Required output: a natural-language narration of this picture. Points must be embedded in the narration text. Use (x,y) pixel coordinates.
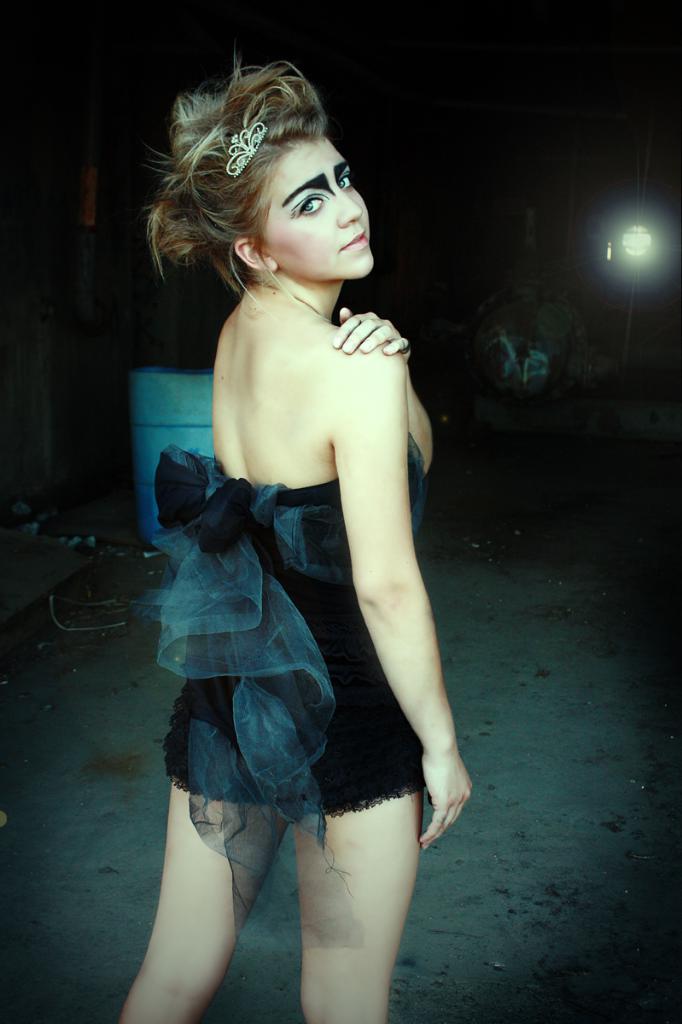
There is a lady (223,649) wearing a black dress (244,709). Also a crown (245,160). In the background (323,49) it is dark. And also there is a light (640,236).
